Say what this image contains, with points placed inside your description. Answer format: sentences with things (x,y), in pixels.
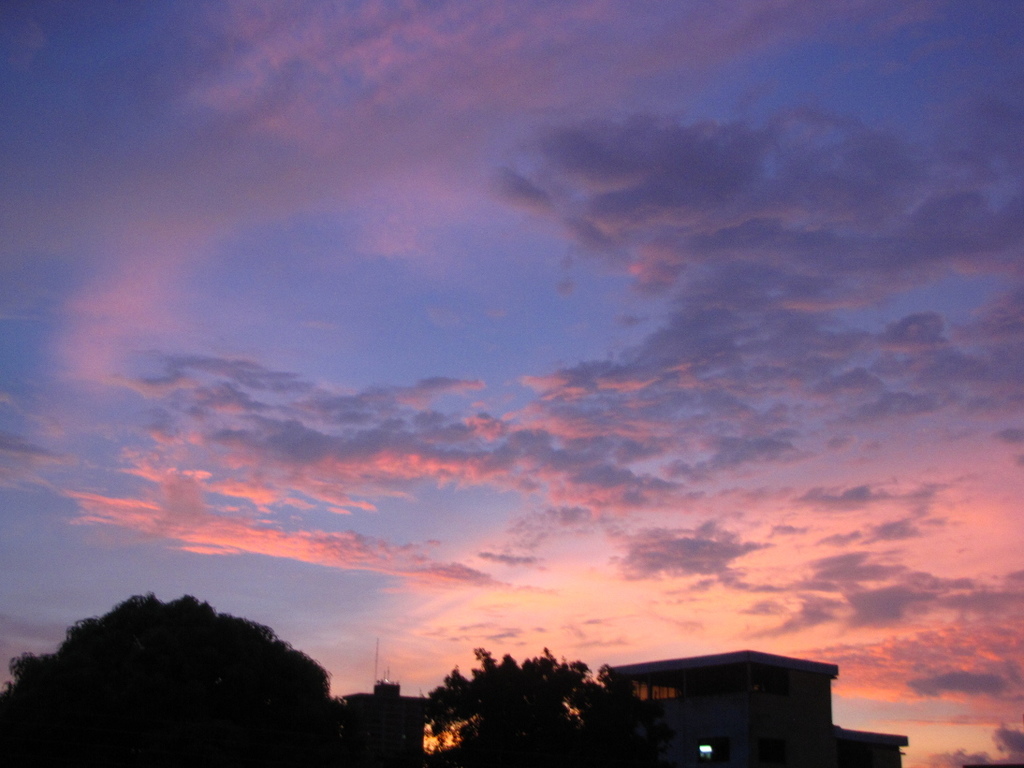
In this image, we can see building (712,665), trees (544,698), lights (445,736). At the top (500,25), we can see a sky (625,434) which is a bit cloudy.
